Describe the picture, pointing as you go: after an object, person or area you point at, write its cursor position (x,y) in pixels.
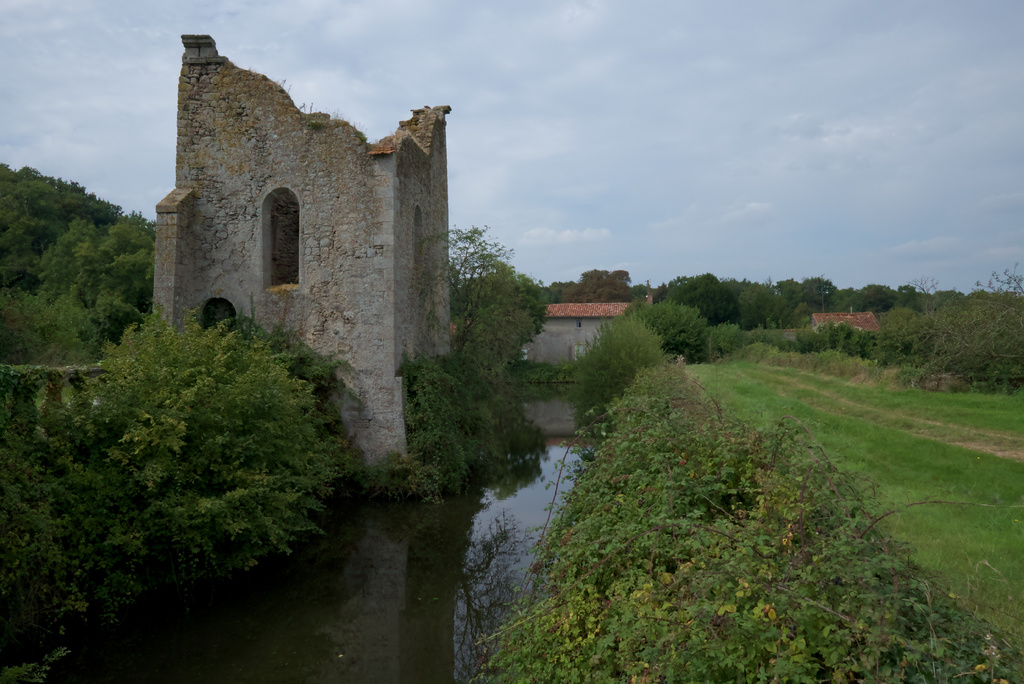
This picture is clicked outside. In the foreground (335,596) we can see a water body (518,578) and we can see the plants (654,413), green grass (1014,414) and trees (147,239). On the left (306,267) we can see the house like object (342,257). In the background (617,102) we can see the sky (631,107) and some houses (557,328) and the trees (724,294).
